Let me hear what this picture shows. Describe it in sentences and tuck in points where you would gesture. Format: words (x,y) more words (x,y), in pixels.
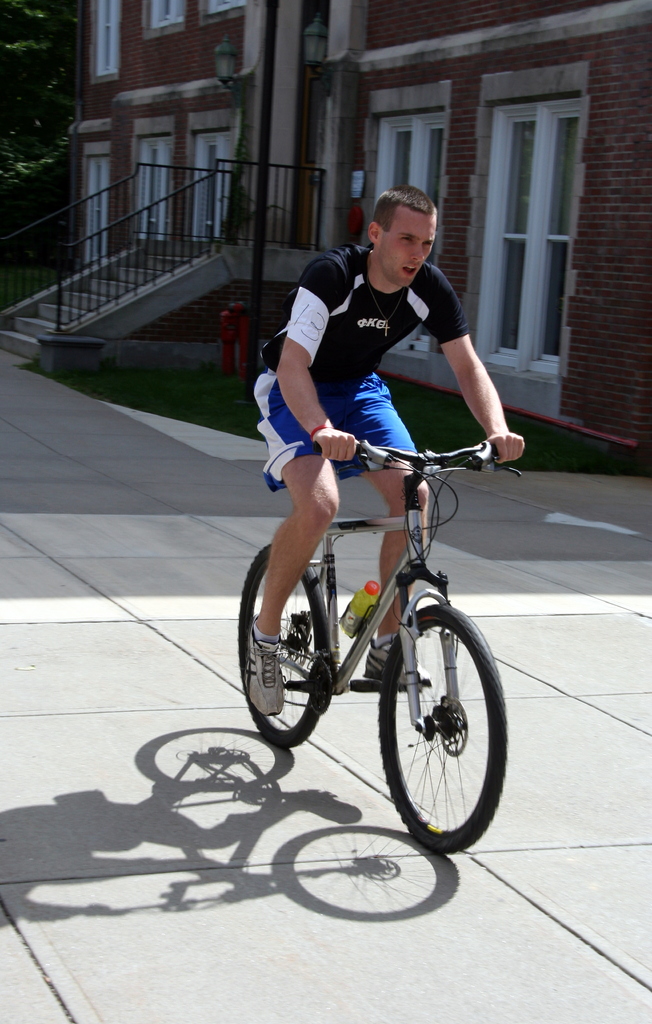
In the middle of the image (240,639) a man (386,420) is riding a bicycle (327,667) on the road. Behind him there is grass (157,371), building (252,278) and there is a pole (266,188) and there is a fencing (47,289) and steps (27,316). Top left side of the image (68,156) there are some trees (75,49).
